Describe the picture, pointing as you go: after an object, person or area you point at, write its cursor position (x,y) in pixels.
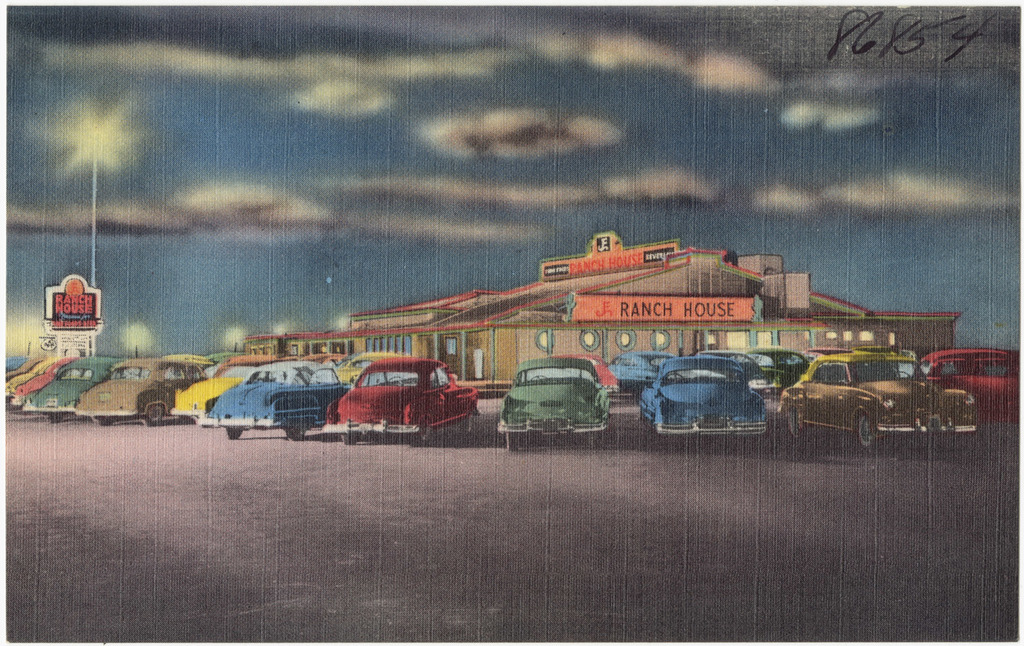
In the center of the image (660,359) there is a depiction of cars (241,433) and house (698,250). There is a depiction of street light (95,213). There is a depiction of sky (515,178) and clouds (268,197).
